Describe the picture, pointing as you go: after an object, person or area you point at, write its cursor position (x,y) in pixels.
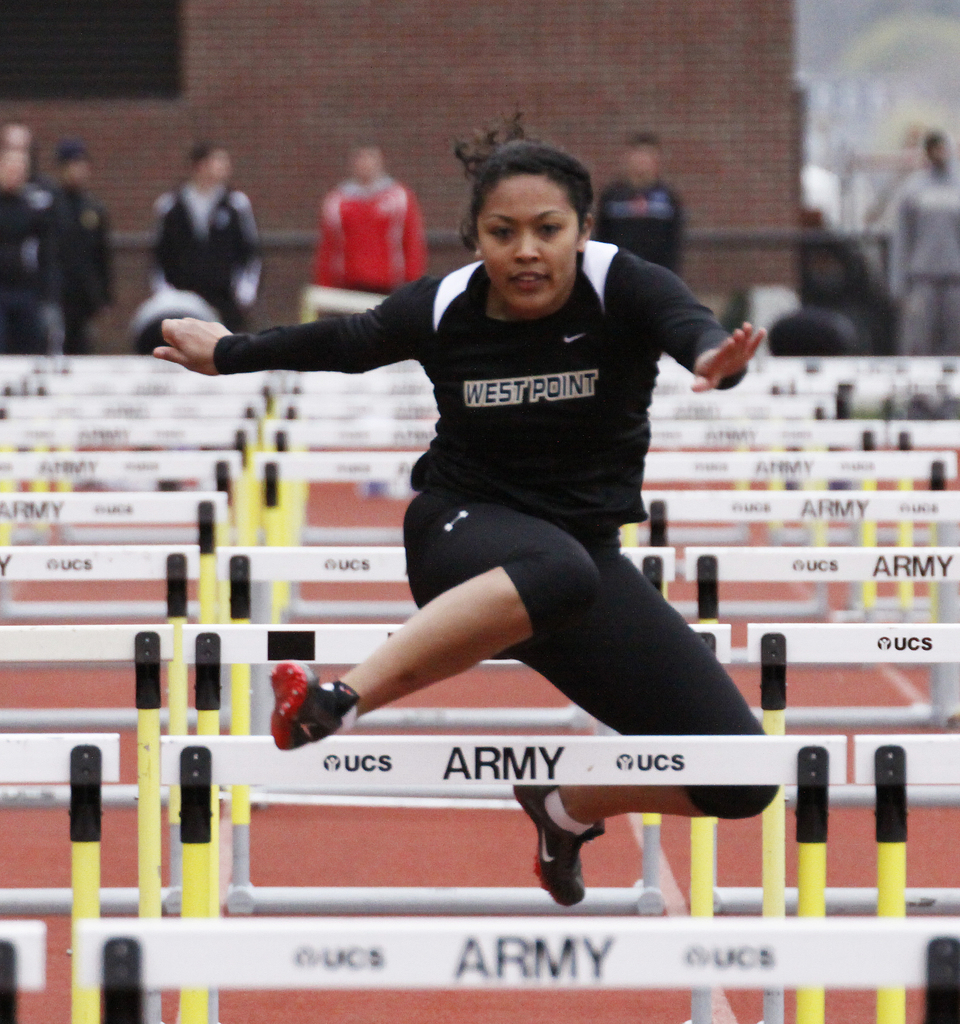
There is a lady (547,426) jumping hurdles (393,777). In the back (321,124) there is a brick wall (345,95). Also there are few people (895,258).
